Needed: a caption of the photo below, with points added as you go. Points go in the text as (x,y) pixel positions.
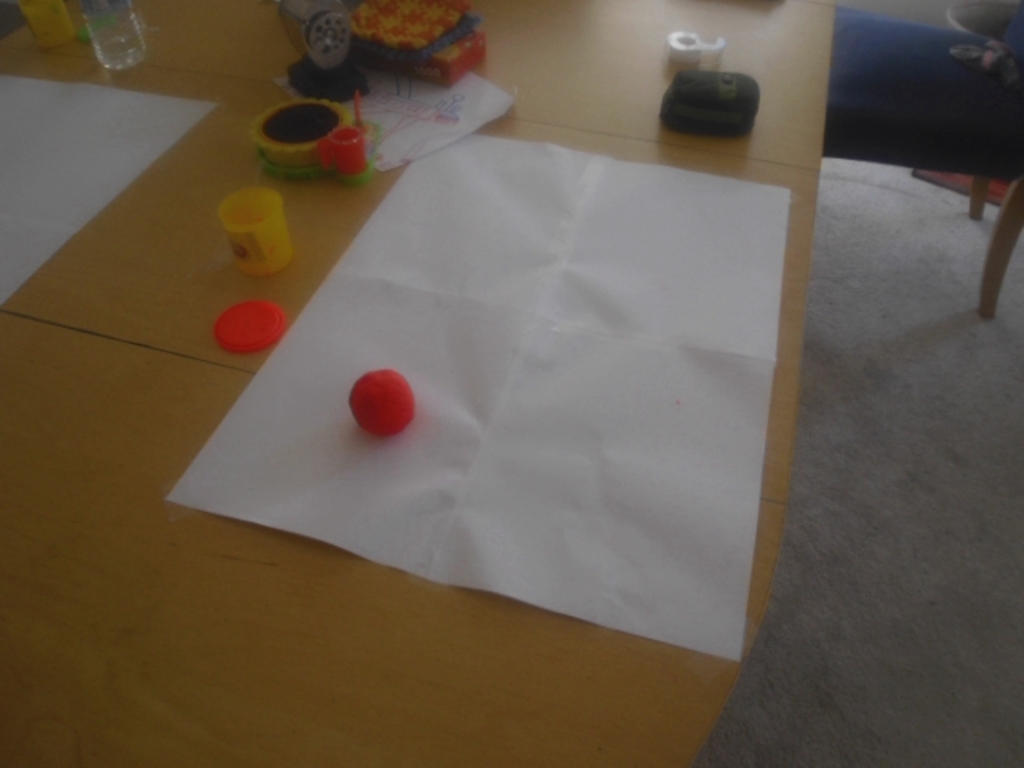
In this picture we can see a paper (522,182), bottle (141,34) and other things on the table (175,236).
